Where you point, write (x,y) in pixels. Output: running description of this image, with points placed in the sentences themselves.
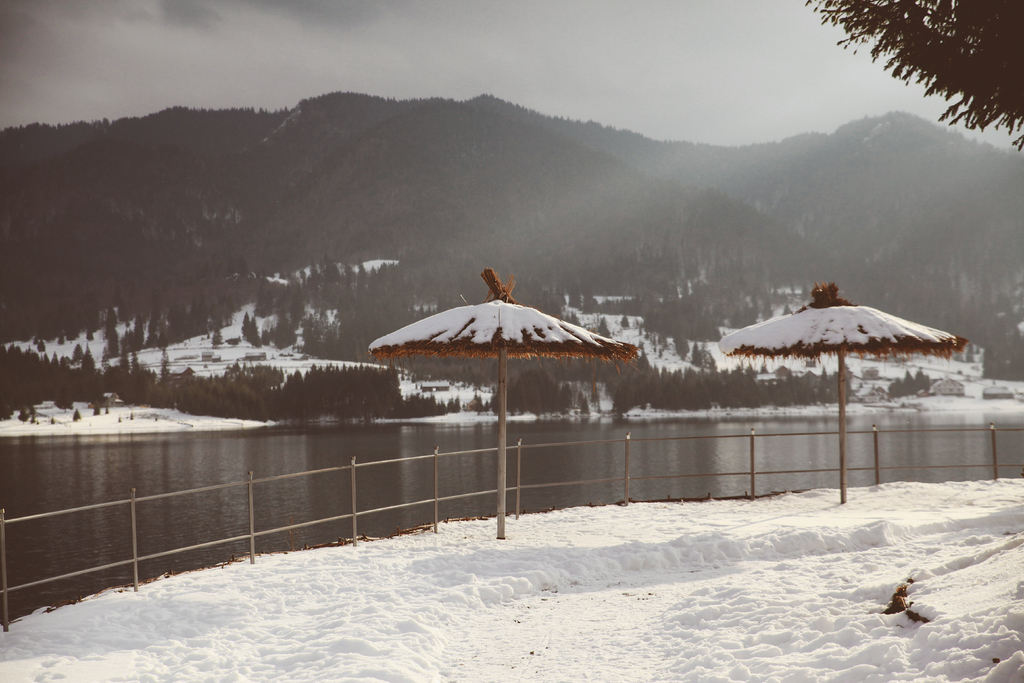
In this image, in the right corner (1014,111), we can see black color. In the middle of the image (601,343), we can see two umbrellas (501,391) which are filled with snow (843,330). In the background (522,276), we can see some trees (665,276), plants (219,380), snow (151,361). At the top (423,92), we can see a sky (617,87) which is cloudy, at the bottom (835,466), we can see water (146,527) in a lake (140,531), metal grill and a snow (702,670).
